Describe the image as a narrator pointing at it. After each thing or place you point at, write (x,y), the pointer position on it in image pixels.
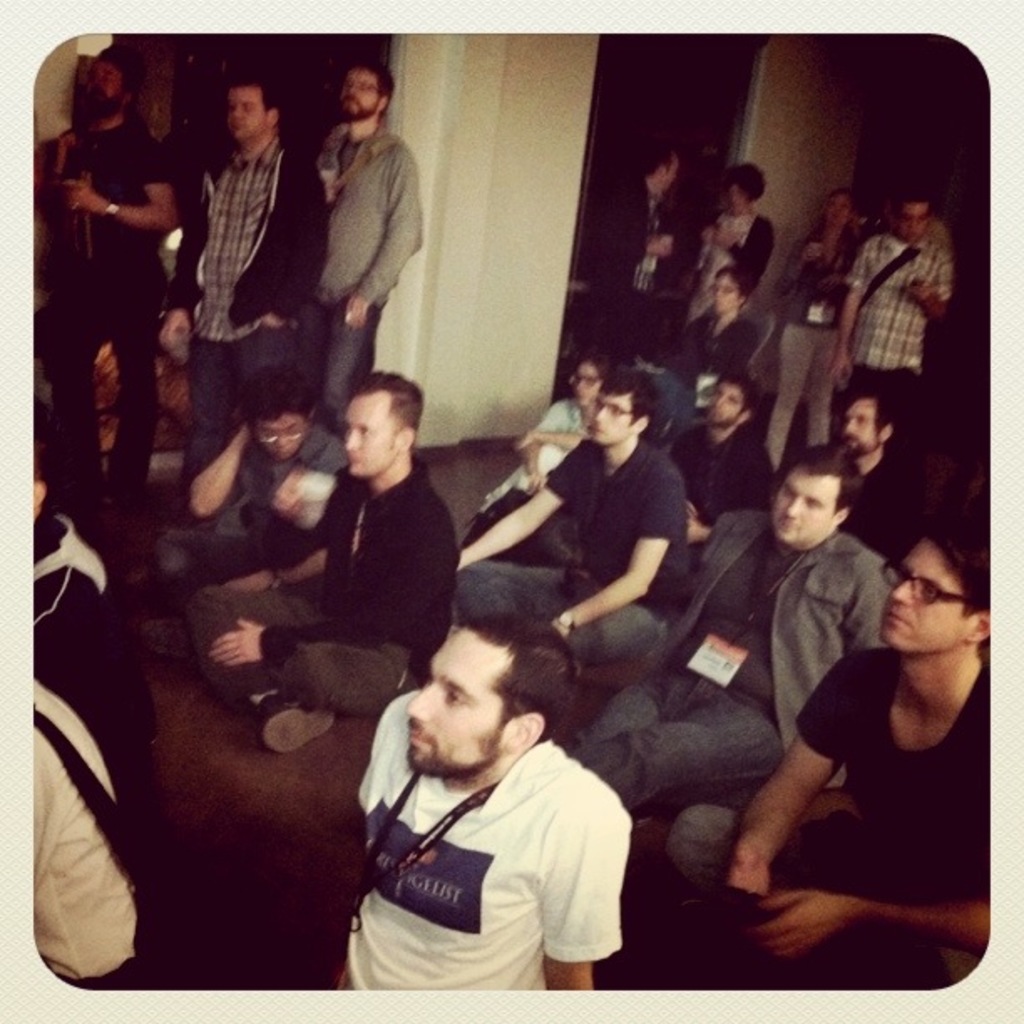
In this image we can see people (752,586) sitting on the floor (155,542). There are few people (833,211) standing. In the background of the image (461,240) there is a pillar (417,313).
